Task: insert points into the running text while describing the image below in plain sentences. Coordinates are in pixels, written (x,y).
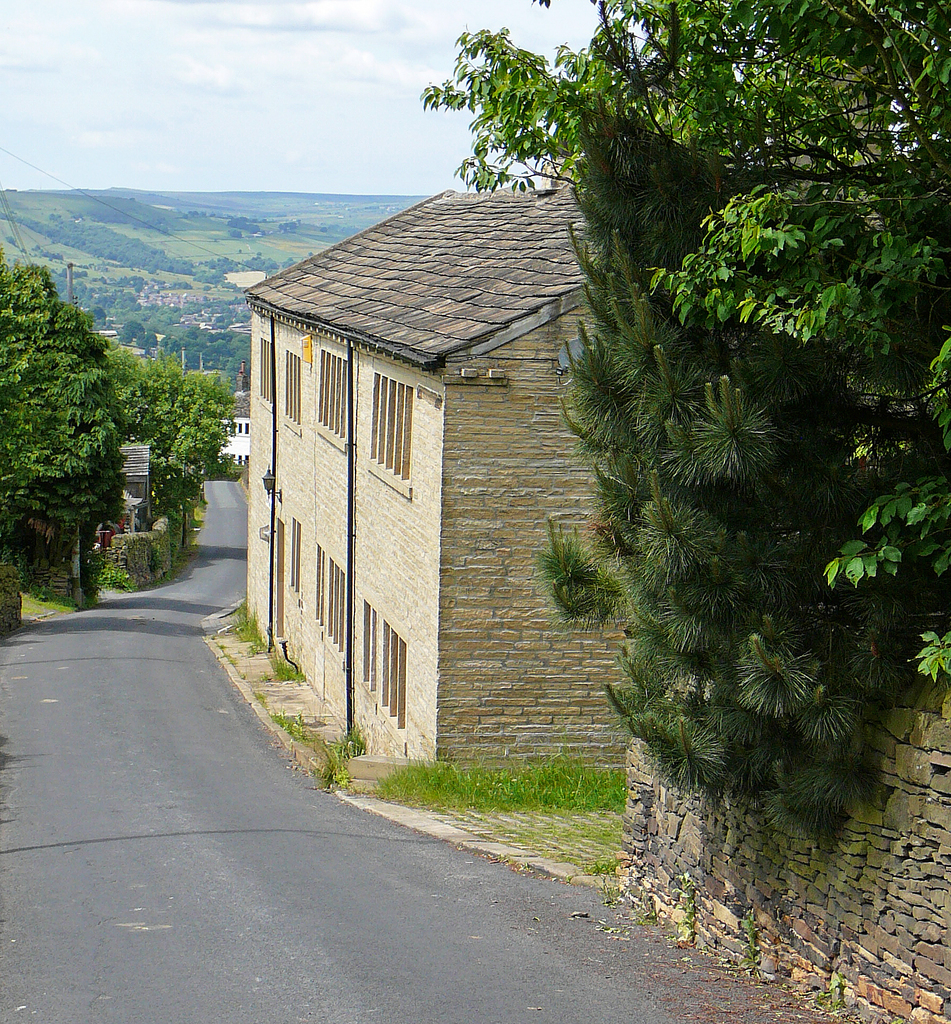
In this image we can see a building (429,482). Right side of the image (790,889) one rock wall (778,854) is there, behind the wall (785,896) trees (828,288) are present. Left side of the image (73,448) trees (88,485) are there and in the middle of the image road (149,773) is present. Background of the image (164,262) field (226,232) and trees (154,322) are present.
